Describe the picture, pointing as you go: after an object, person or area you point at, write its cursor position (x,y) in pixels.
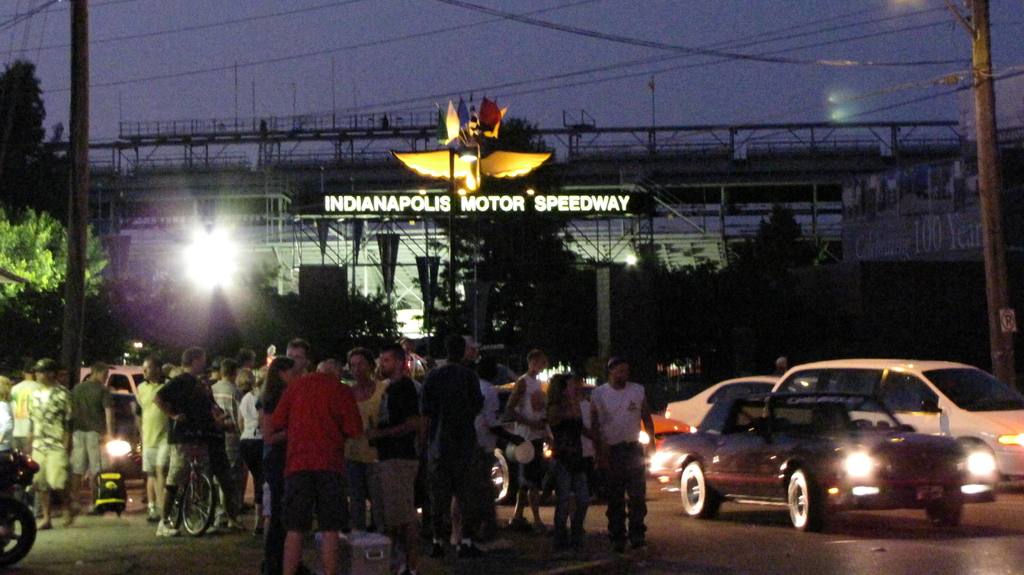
In this picture I can see the road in front (280,394), on which there are number of people (359,408) and few cars (684,405). In the background (525,159) I can see a board (425,192) on which there is something written and I see few poles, wires (114,41) and the sky (518,28) and I can also see few trees (61,188).
